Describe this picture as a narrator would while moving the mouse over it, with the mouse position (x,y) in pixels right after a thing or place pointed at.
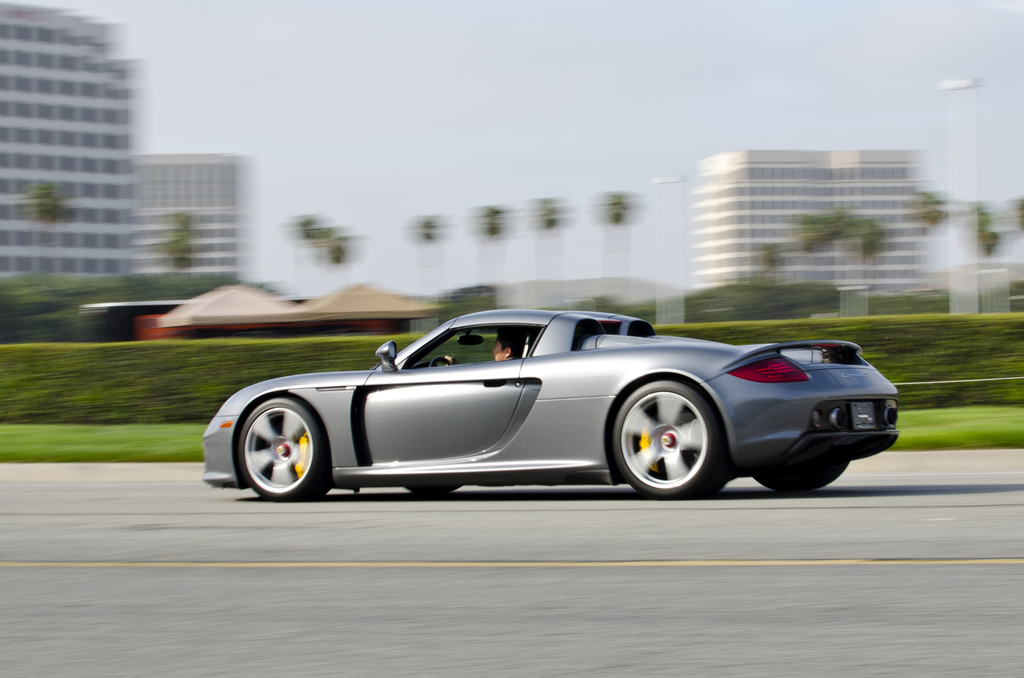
In this picture we can see a car (358,477) on the road (391,584) with a person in it, grass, sheds (277,304), trees (185,257), buildings (716,271) and in the background (254,186) we can see the sky (529,104) and it is blurry.
